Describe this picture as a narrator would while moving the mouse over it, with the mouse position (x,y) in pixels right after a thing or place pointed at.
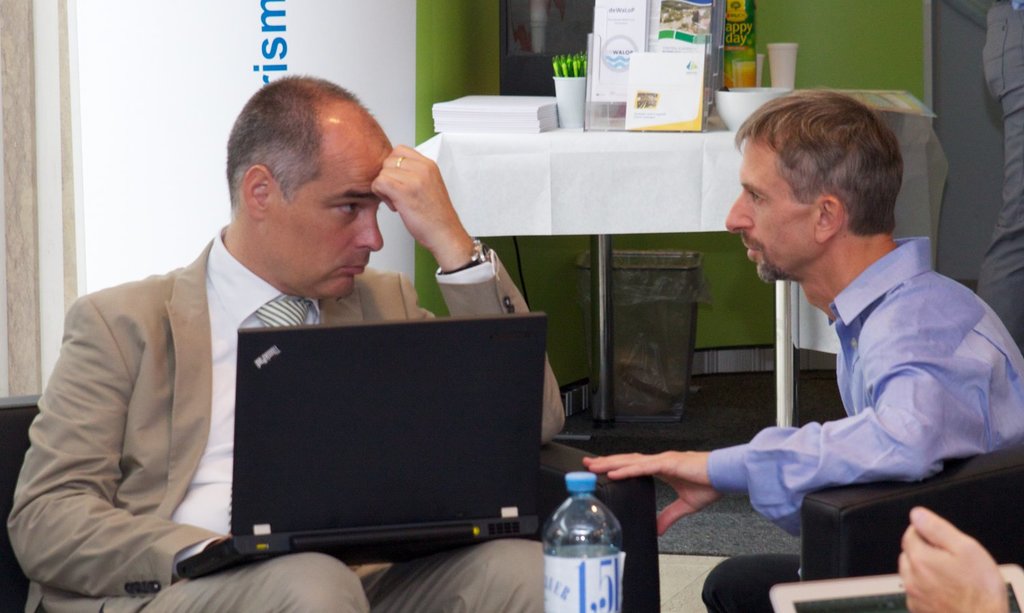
In this image there are three persons (769,204). On the left (284,323) there is a person (467,570) sitting on the chair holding a laptop (437,471). There is a table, bin (648,321) in the room (689,426). At the background (734,298) there is a wall (868,42) colored in green. On the table (493,133) there are paper (517,117), flower pot (574,97), book stand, bowl (742,103), cup (782,69).
